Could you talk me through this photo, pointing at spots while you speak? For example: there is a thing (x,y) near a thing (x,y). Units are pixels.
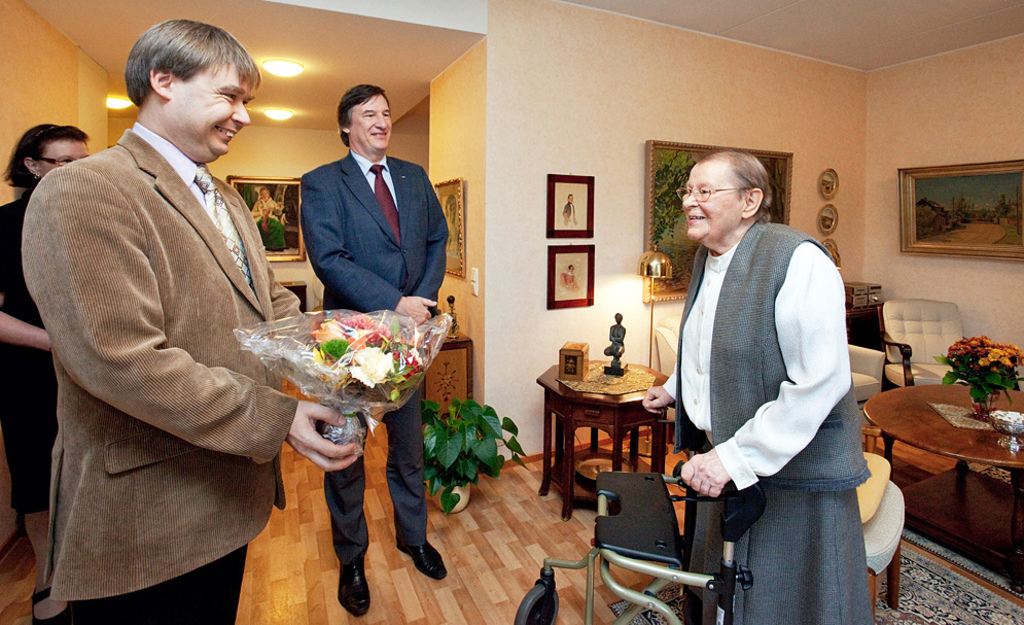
In this image we can see persons (257,438) standing on the floor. In the background (549,295) we can see electric lights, wall hangings (665,222) attached to the walls (543,181), decors (608,366) on the side tables (606,403) and carpet (957,555) on the floor (922,555).
